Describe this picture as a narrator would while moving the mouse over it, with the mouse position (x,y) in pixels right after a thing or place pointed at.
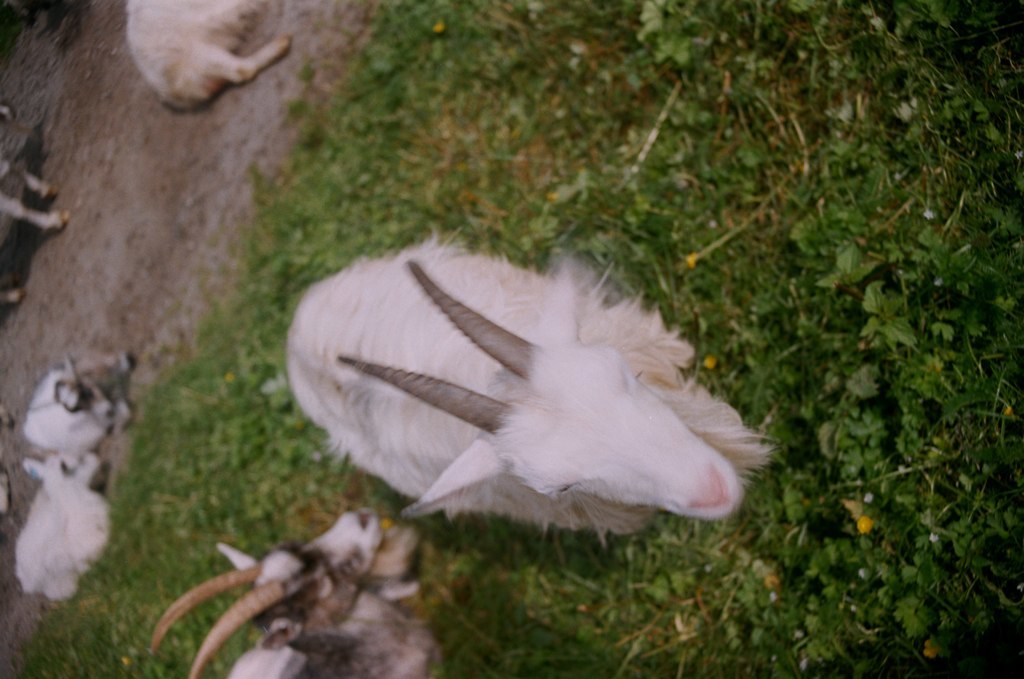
In this image there are some animals (215,71), on the right side (687,373) there is grass (200,386) and on the left side (103,249) there is a walkway (171,271).
